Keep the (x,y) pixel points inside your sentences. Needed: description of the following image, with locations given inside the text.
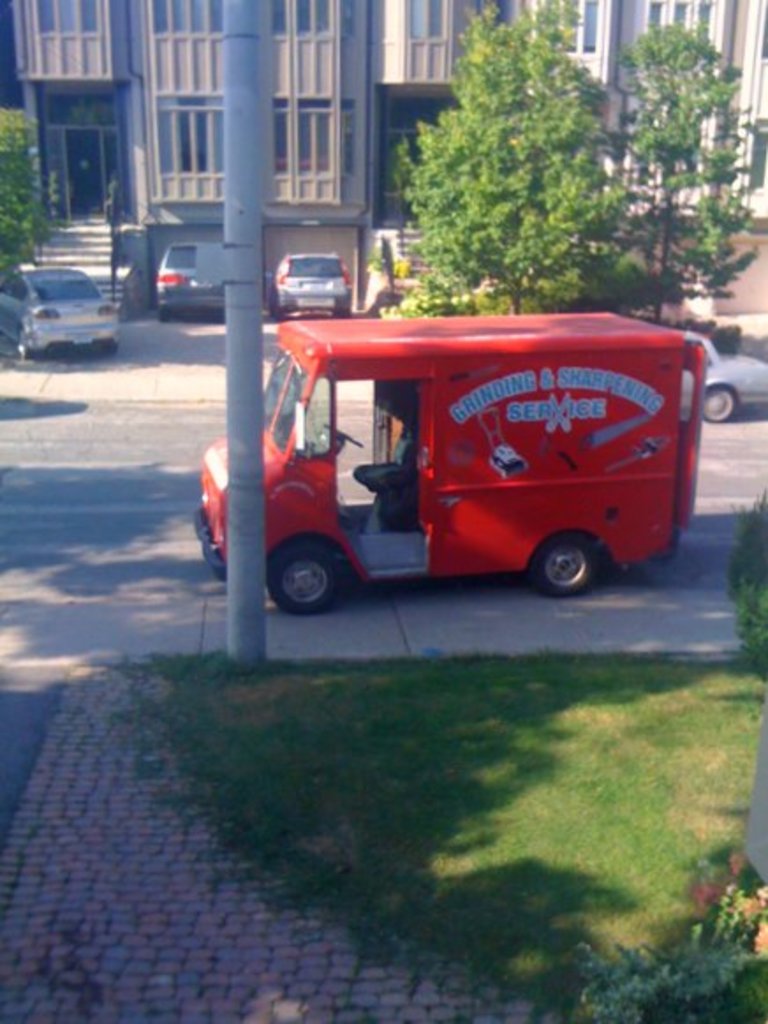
In this image, we can see vehicles (328,429) on the road (126,458) and in the background (303,166), there are trees (418,137), buildings (180,83), poles (250,295).
